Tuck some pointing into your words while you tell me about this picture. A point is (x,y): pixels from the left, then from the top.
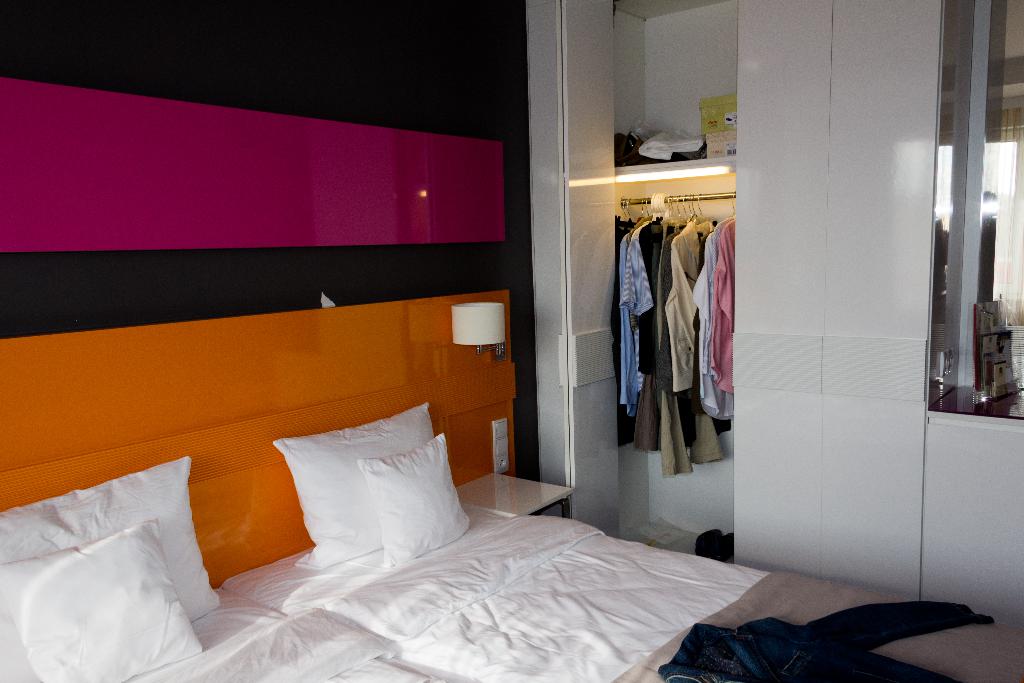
This is the picture of a room (759,220). In this image there are pillows (175,585) and there is a dress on the bed (617,630). At the back (724,395) there are clothes (705,320) inside the cupboard (686,128) and there are boxes (717,133) and there is a light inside the cupboard (634,209). On the right side of the image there is a mirror (968,383) and there is a reflection (1019,124) of a table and curtain (1011,112) on the mirror (963,107). At the back (470,336) there is a lamp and switch board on the wall (515,312).
